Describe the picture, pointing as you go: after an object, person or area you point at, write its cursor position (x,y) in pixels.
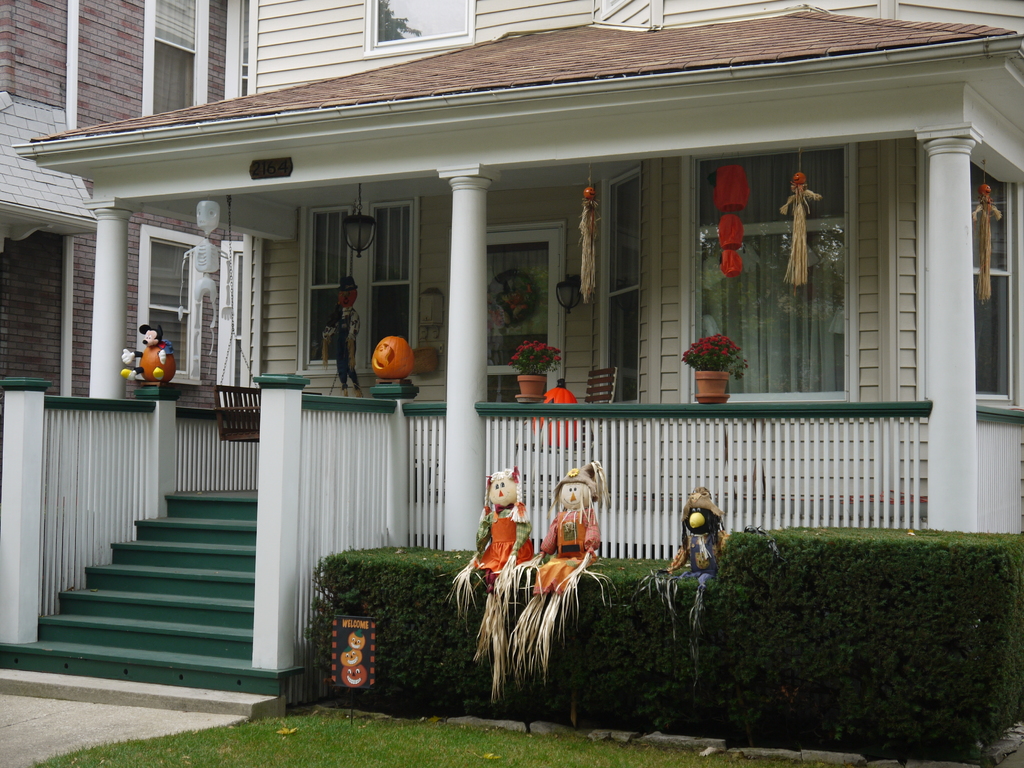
In this image there is a house (181,574), in front of the house (471,465) there is garden (624,573) in the garden (409,627) there are toys (506,557).
